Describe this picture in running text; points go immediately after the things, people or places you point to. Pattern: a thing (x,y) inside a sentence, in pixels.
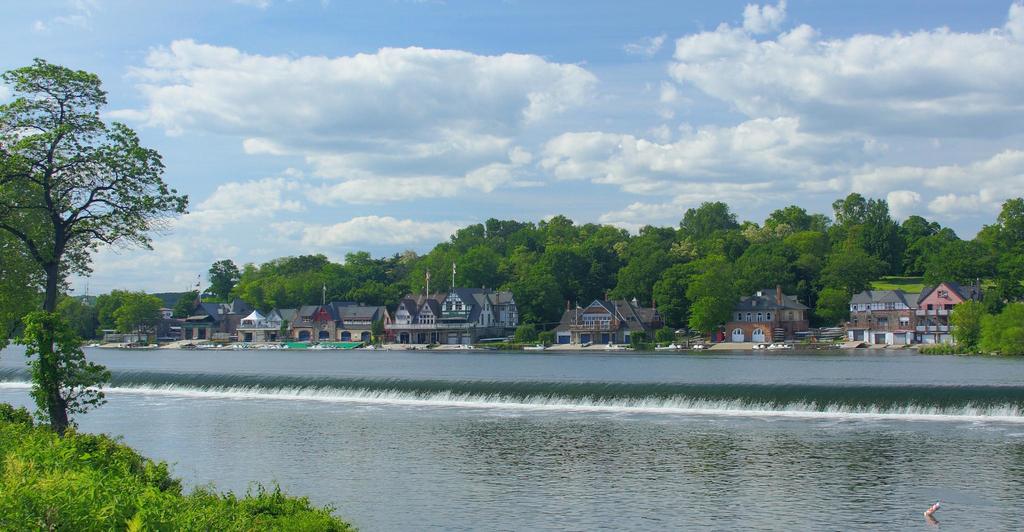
In this image in the front (150,471) there's grass (118,483) on the ground (126,493) and there is a tree (59,434). In the center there is water (574,398). In the background (469,327) there are buildings (491,318) and trees (840,259) and the sky (756,187) is cloudy.
